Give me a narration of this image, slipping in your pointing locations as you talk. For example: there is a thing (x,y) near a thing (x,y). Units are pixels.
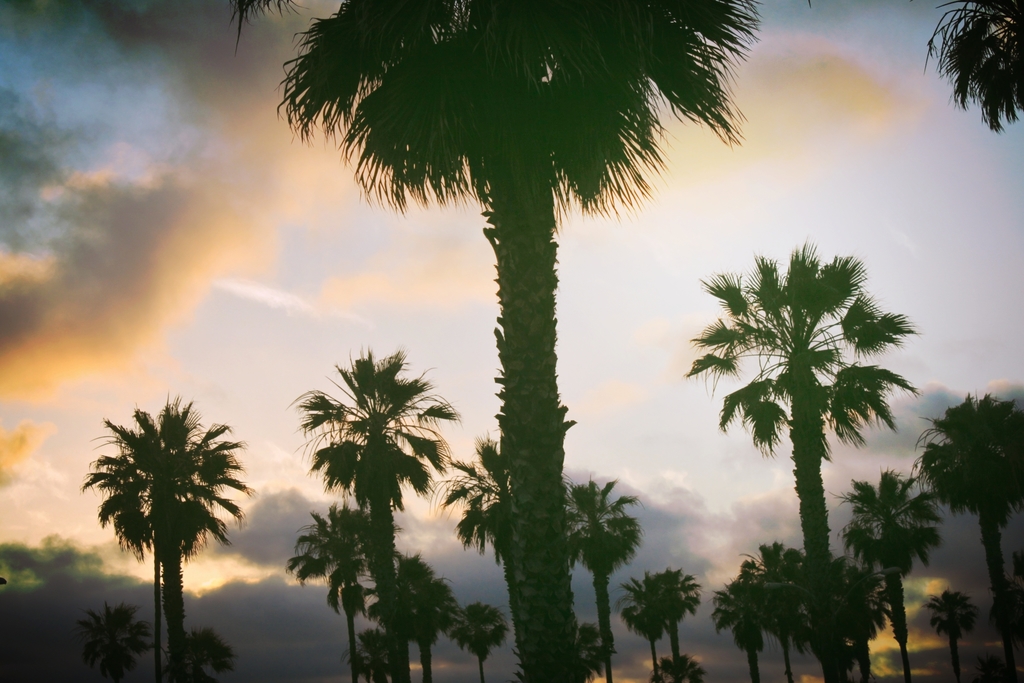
In this image we can see a group of trees (314,417) and the sky (217,325) which looks cloudy.
